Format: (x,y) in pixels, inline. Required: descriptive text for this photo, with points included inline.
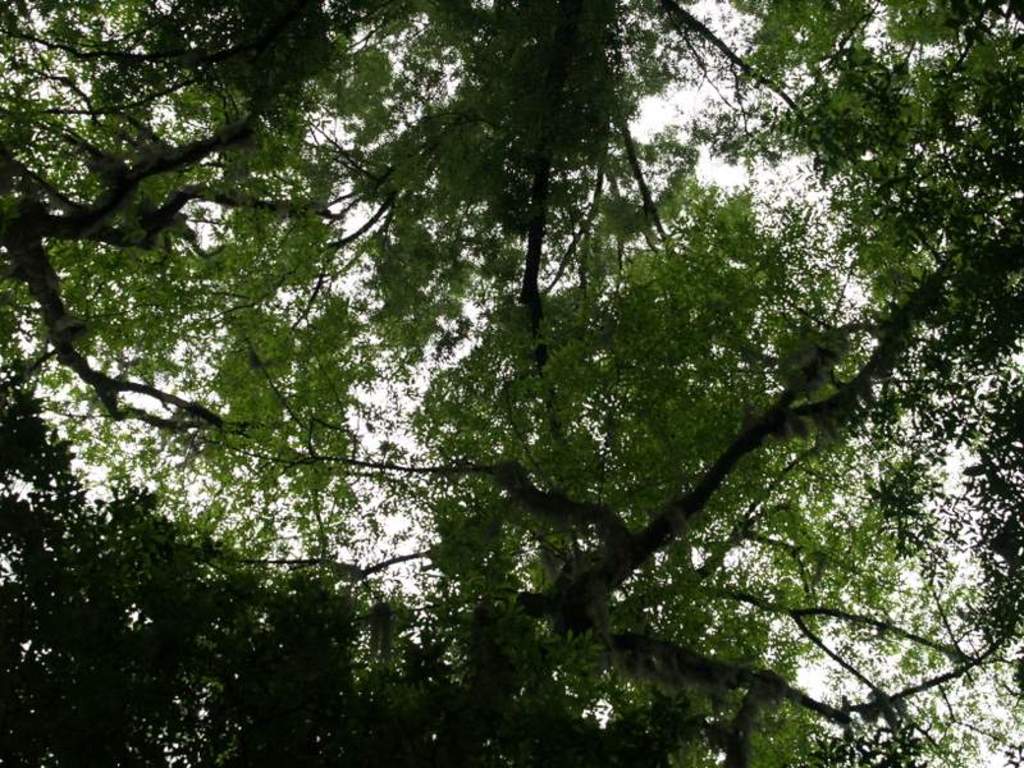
In this image there are trees (483,597) truncated, at the background of the image (364,428) there is the sky (653,120) truncated.
